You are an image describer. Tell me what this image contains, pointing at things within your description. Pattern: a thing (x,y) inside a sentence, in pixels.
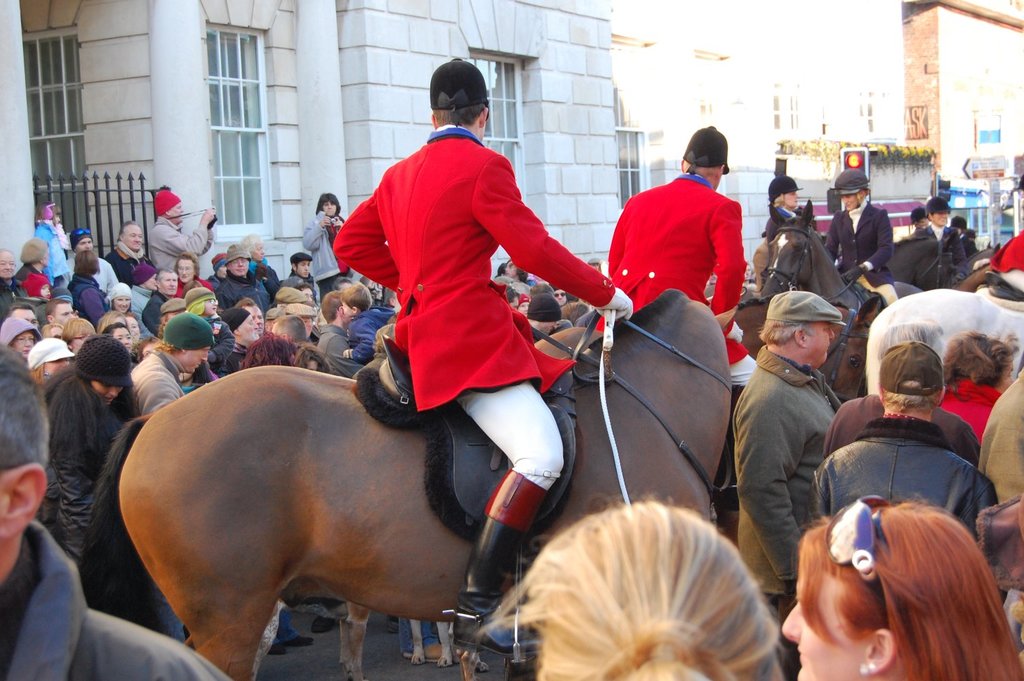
Few people (404,229) are sitting on horses (895,243). There are some people (90,307) gathered around them.
